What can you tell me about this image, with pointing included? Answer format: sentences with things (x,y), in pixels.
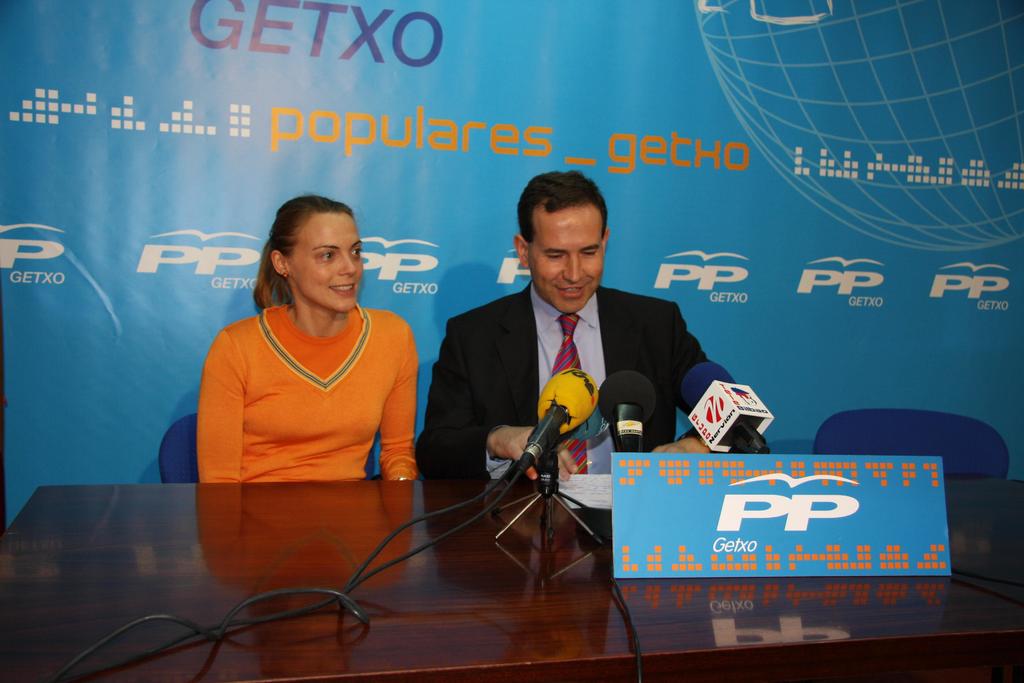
In this image in the center (367,423) there is one man (454,365) and one woman (335,375) sitting on chairs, in front of them there is a table (169,630). On the table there are some mics (711,386) and board (828,491), on the board (771,536) there is text (726,529) and some wires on the table (198,528). And in the background (883,83) there is board (236,90), on the board (279,95) there is text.
